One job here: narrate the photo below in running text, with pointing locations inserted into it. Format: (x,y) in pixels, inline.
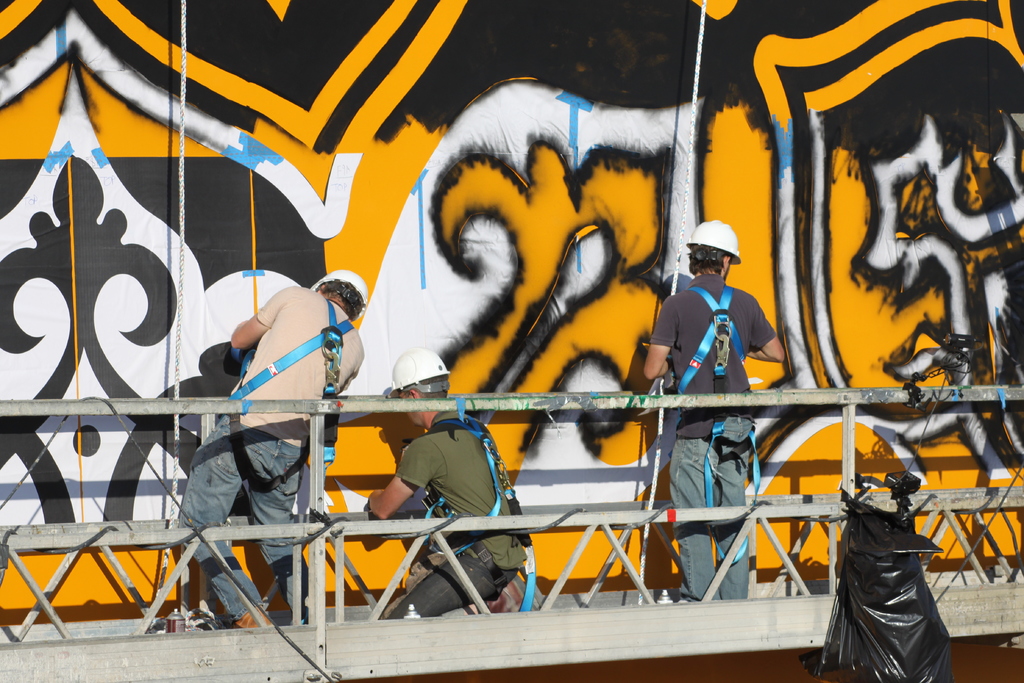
In this image I can see few people (419,376) are wearing t-shirts (438,433), jeans (224,493), helmets (432,374) on the heads (416,351) and performing Graffiti (568,332) on the wall (499,249). Beside these people (293,377) there is a railing (294,568). On the right side (918,615) a black color bag (895,594) is attached to the railing (855,396).
